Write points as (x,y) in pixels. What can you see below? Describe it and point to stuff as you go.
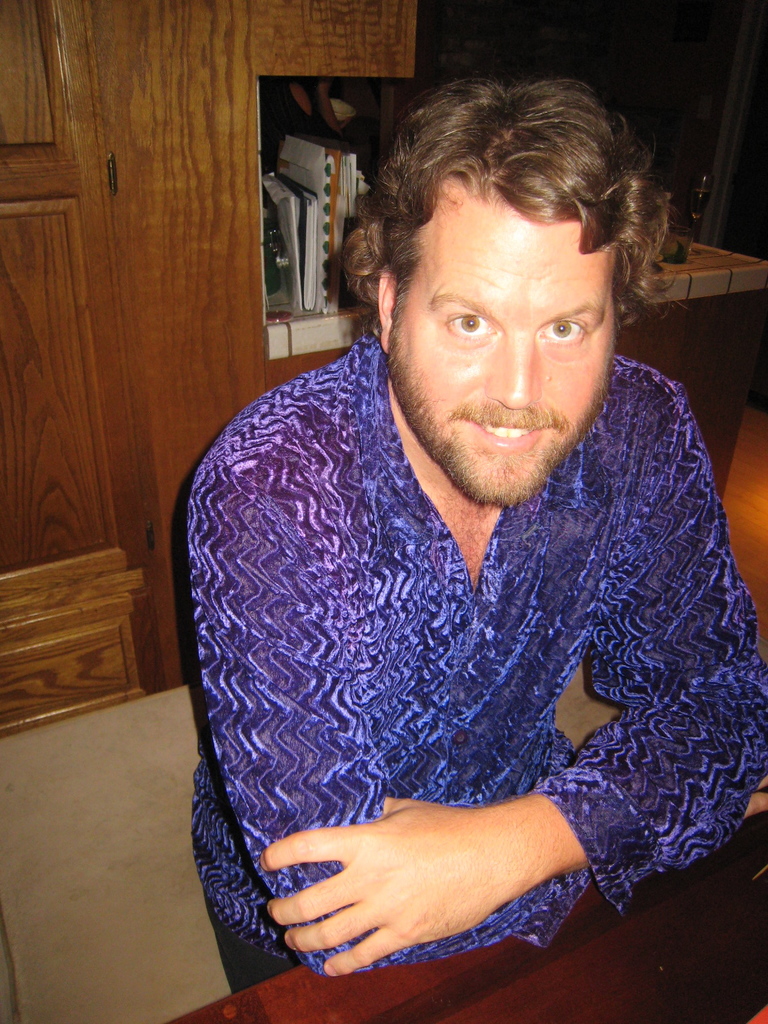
In this image in front (697,624) there is a person (353,836) sitting on the chair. In front of him there is a table (487,962). Behind him there is a door (120,361). Beside the door (54,426) there is a table (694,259) and on top of the table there are books (313,289) and few other objects (676,226). At the bottom of the image (124,901) there is a floor (87,915).
